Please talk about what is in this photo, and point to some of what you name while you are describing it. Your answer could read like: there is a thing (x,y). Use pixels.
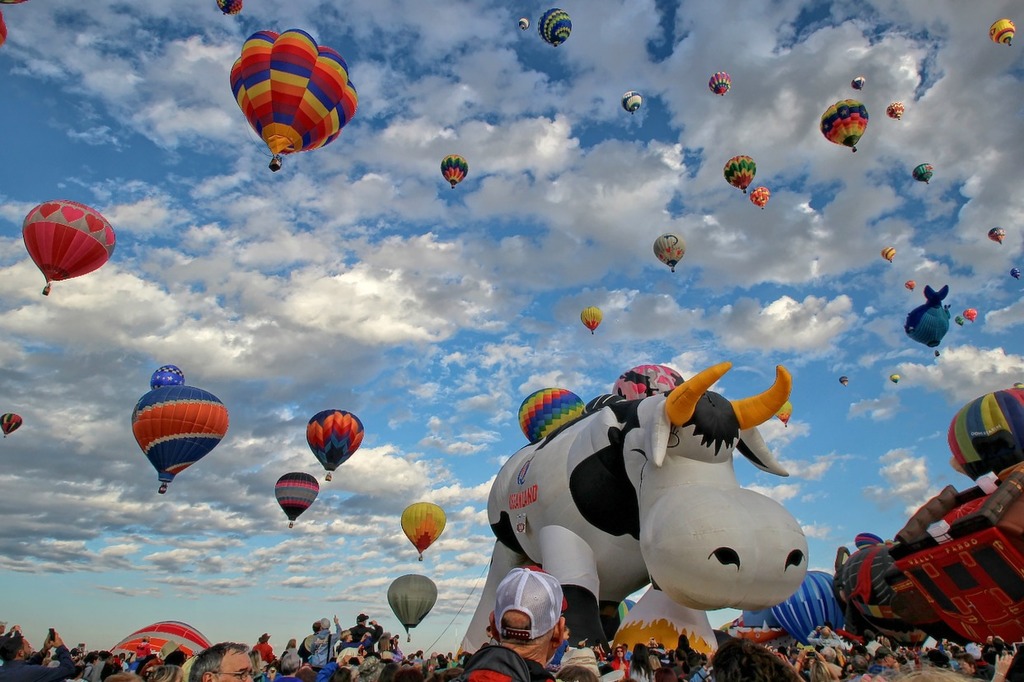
In this image we can see many air balloons (297,118) in the air (261,414). In the background (407,284) there is sky (459,267) with clouds (566,145) and at the bottom (327,631) we can see many people (642,657).
